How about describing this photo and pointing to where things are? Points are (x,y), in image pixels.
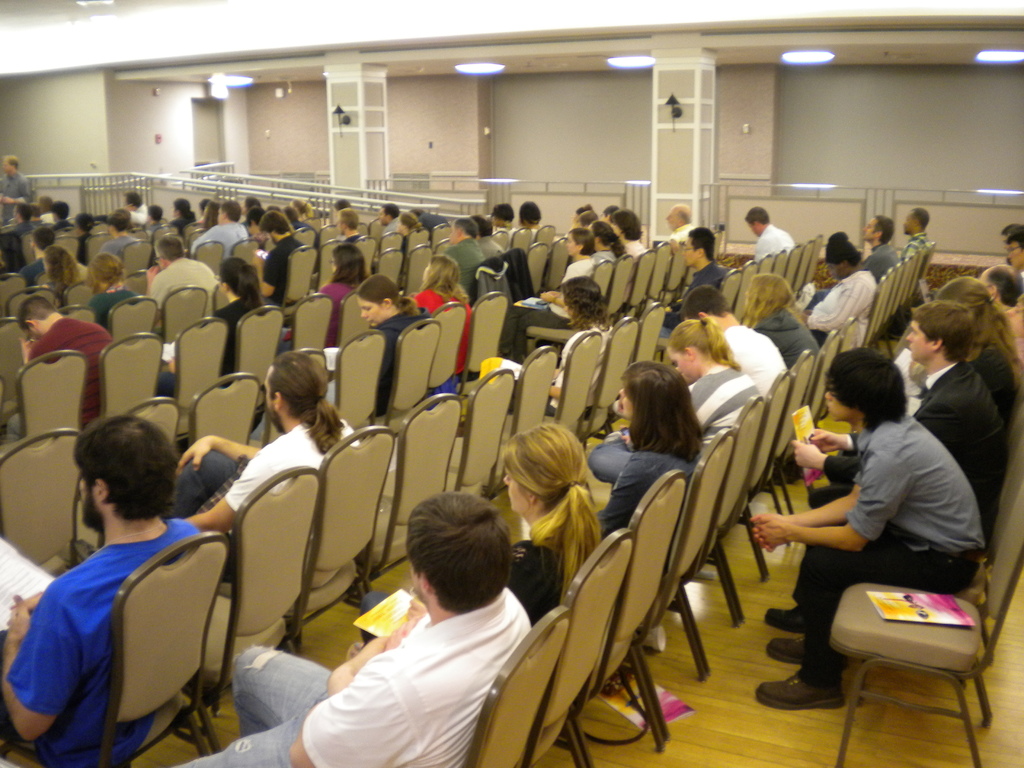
In this picture there are some people (287,444) sitting in the chair (778,463) holding books (804,438) in their hands (816,435). There are men (159,274) and women (680,403) in this room (521,341). In the background (409,208) there is a railing (422,208), pillars (355,124) and dome lights (497,73) here. We can observe a wall (634,129) here.
